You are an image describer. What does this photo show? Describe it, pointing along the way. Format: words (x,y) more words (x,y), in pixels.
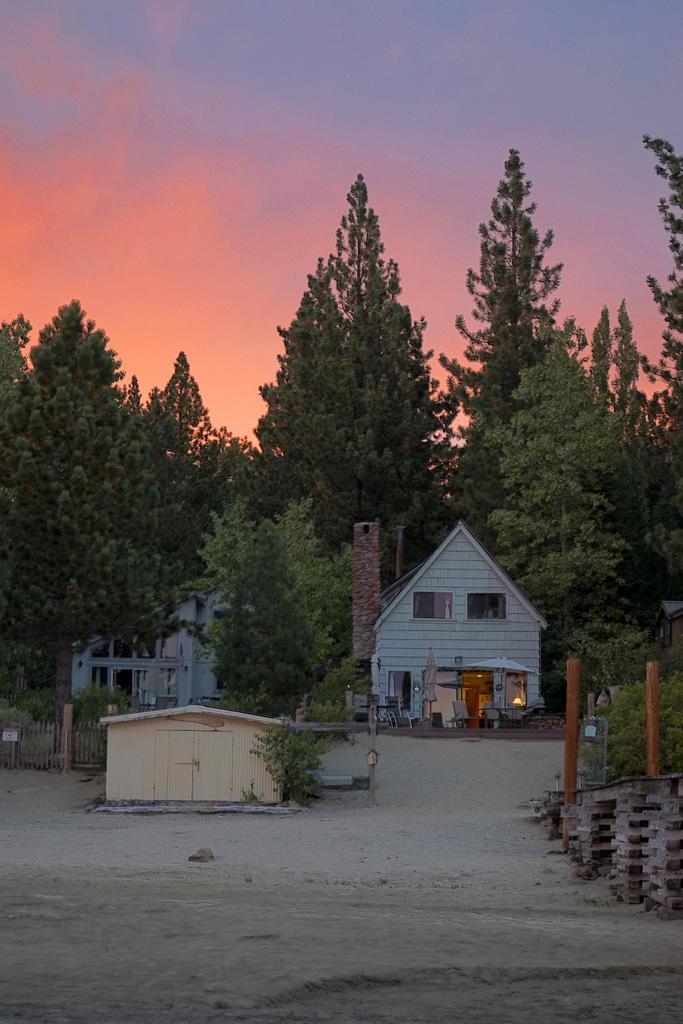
In this picture we can see few houses (452,641), around we can see trees (639,630) and land (7,796).
